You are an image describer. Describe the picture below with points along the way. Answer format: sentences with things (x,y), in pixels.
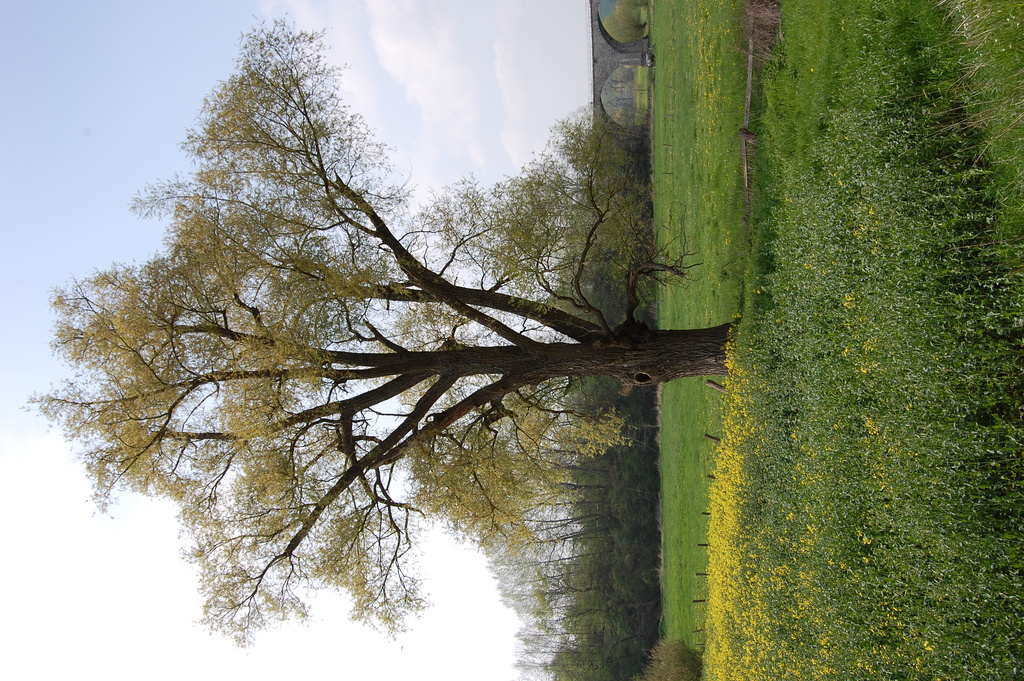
In this image on the right side (811,270) there is grass (700,407) and some plants (736,425) and flowers (712,580), and in the center (551,361) there is a tree (605,377). And in the background (632,29) there are some trees (553,541) and bridge (589,58), and on the left side of the image (188,182) there is sky (165,80).
